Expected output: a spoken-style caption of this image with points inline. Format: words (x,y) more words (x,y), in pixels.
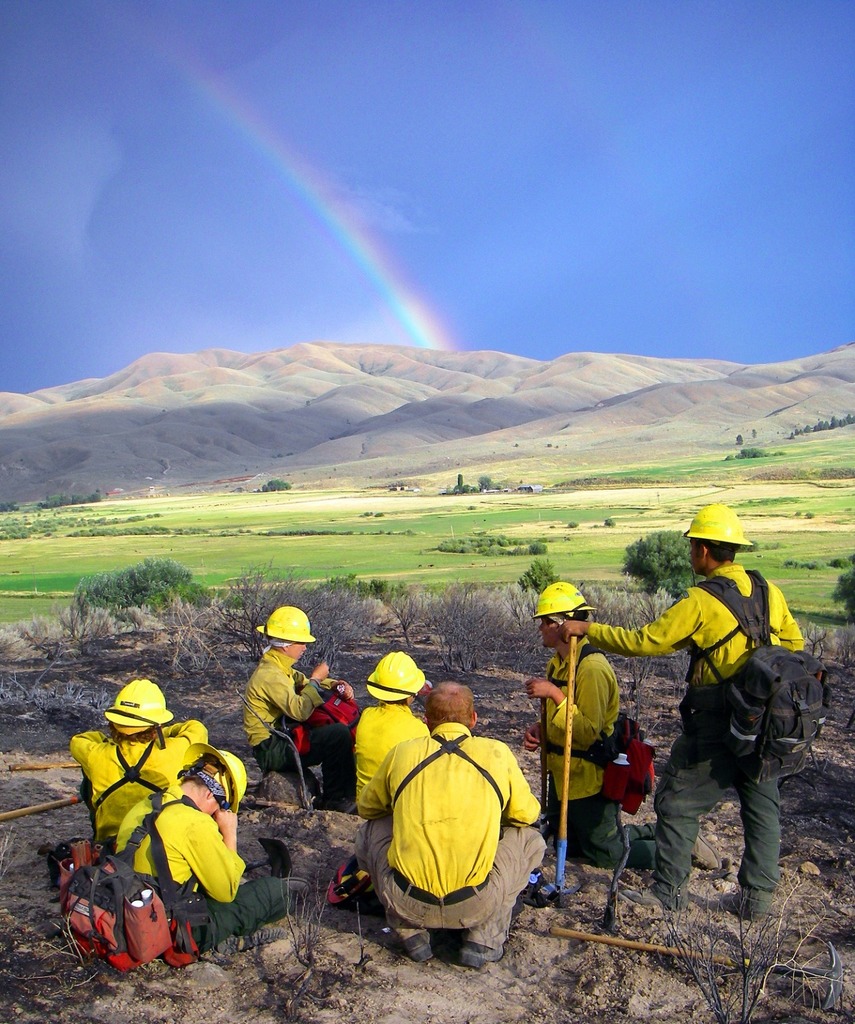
On the bottom (124,767) we can see group of persons (260,754) were wearing helmet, yellow shirt (433,829) and trouser (513,884). On the bottom left corner (52,867) we can see bags (72,888). On the right (708,690) there is a man (727,656) who is holding a stick (551,884). In the background (637,354) we can see plants (838,475), grass (369,523), trees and mountains (298,433). Here we can see a rainbow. On the top (627,4) there is a sky (581,0).
